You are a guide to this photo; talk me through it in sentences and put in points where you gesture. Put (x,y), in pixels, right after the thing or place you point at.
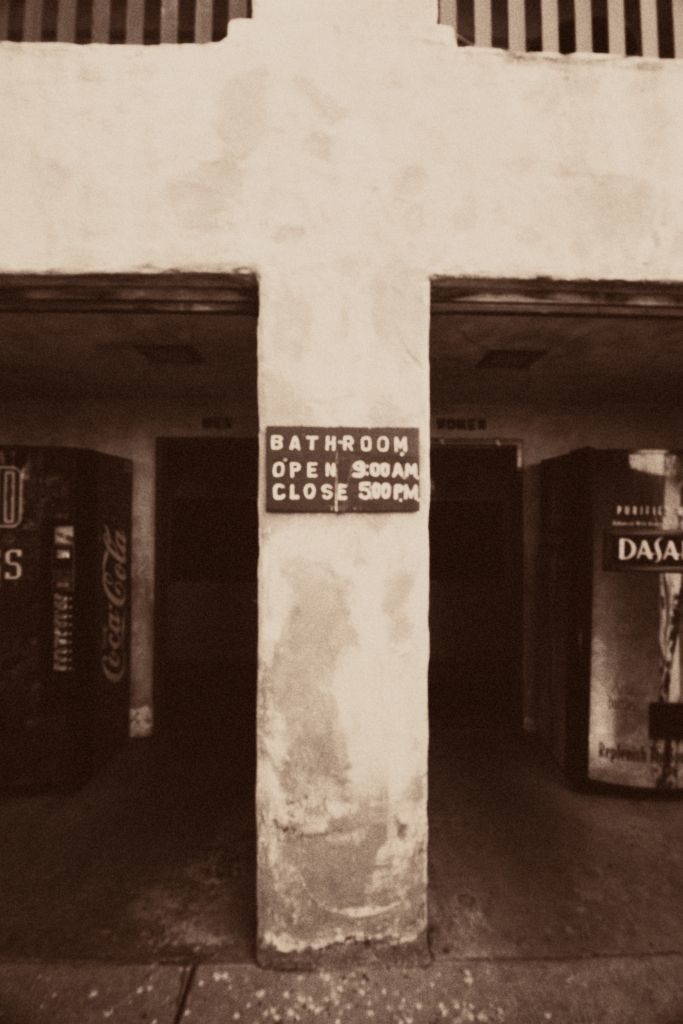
In this edited image there is a wall (195,181) of a building (411,167). In the center (338,547) there is a pillar (329,615) of the building (335,626). On the pillar (329,758) there is a board (365,476). There is text (354,456) on the board (360,442). On the either sides of the image there are containers (99,590). There is text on the containers (47,661).
